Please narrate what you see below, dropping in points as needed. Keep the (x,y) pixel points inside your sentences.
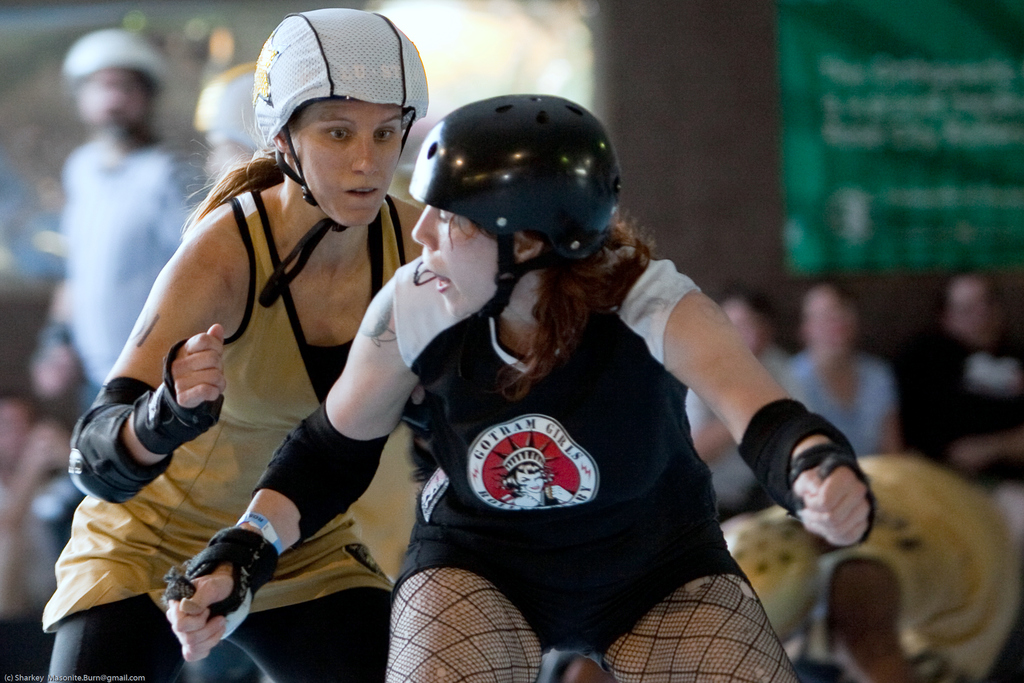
In this image we can see few people (375,352), two of them are wearing helmets (467,125) and a blurry background (737,112).
